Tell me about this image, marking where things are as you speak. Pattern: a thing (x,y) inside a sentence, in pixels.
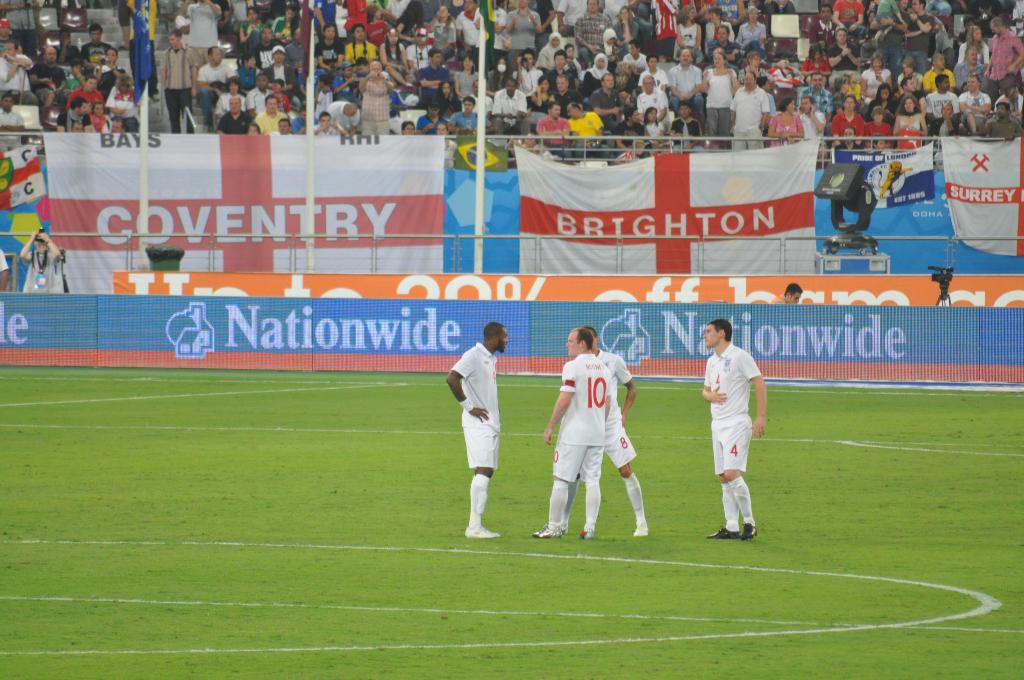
In this image there are persons (550,439) standing in the stadium (534,433). In the background (484,301) there are boards (538,300) with some text (689,296) written on it and there are persons (886,110) standing and sitting and there are banners (742,172) with some text (223,214) on it and there is a camera (941,280) and there is an object (838,212) which is black in colour. On the ground (220,567) there is grass (313,573).
